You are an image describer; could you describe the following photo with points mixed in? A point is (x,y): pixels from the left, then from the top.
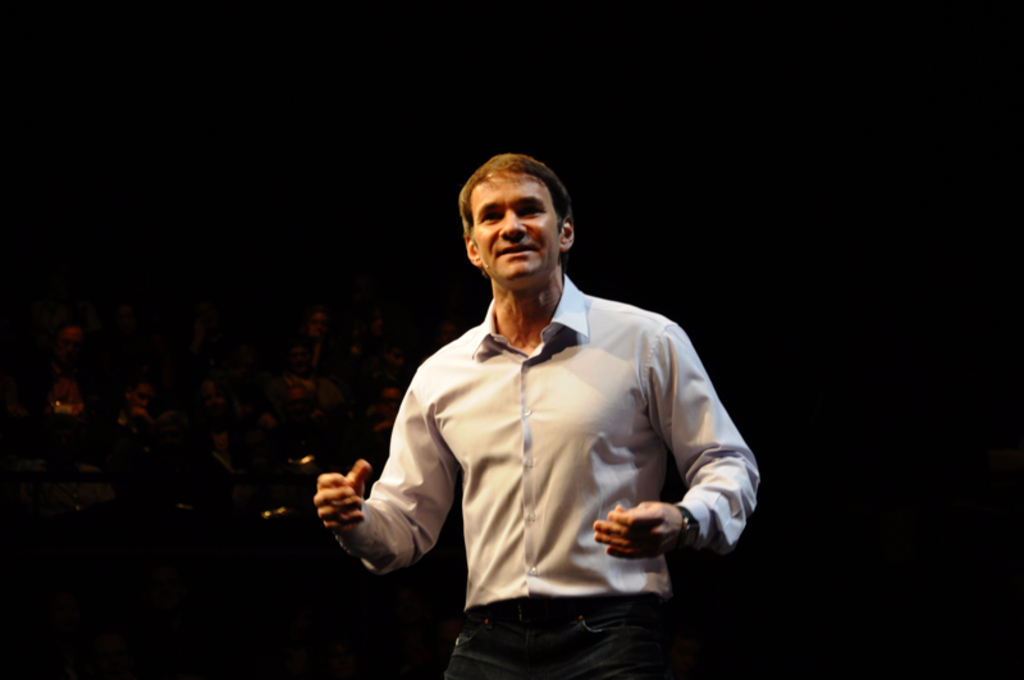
This image consists of a man (634,636) wearing white shirt (609,414) and black pant (476,643). In the background (207,317), there are many people (175,356) sitting. And the background (852,616) is dark.
